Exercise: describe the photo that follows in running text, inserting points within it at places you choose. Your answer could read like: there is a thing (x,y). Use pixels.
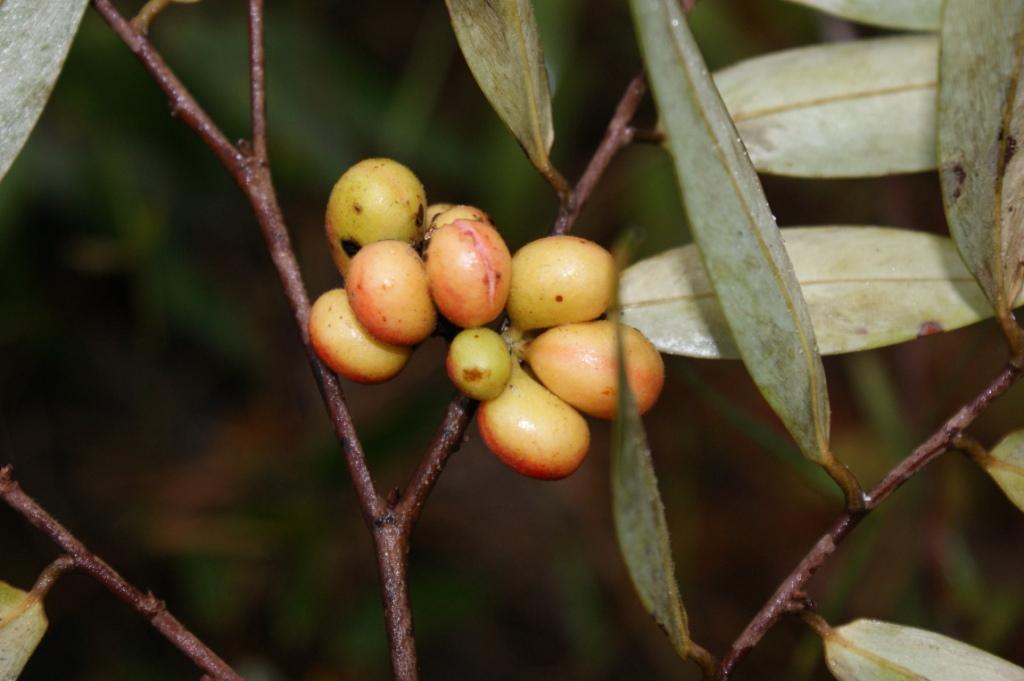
In this image I can see there are fruits (459,320) to these green leaves trees (709,262).
